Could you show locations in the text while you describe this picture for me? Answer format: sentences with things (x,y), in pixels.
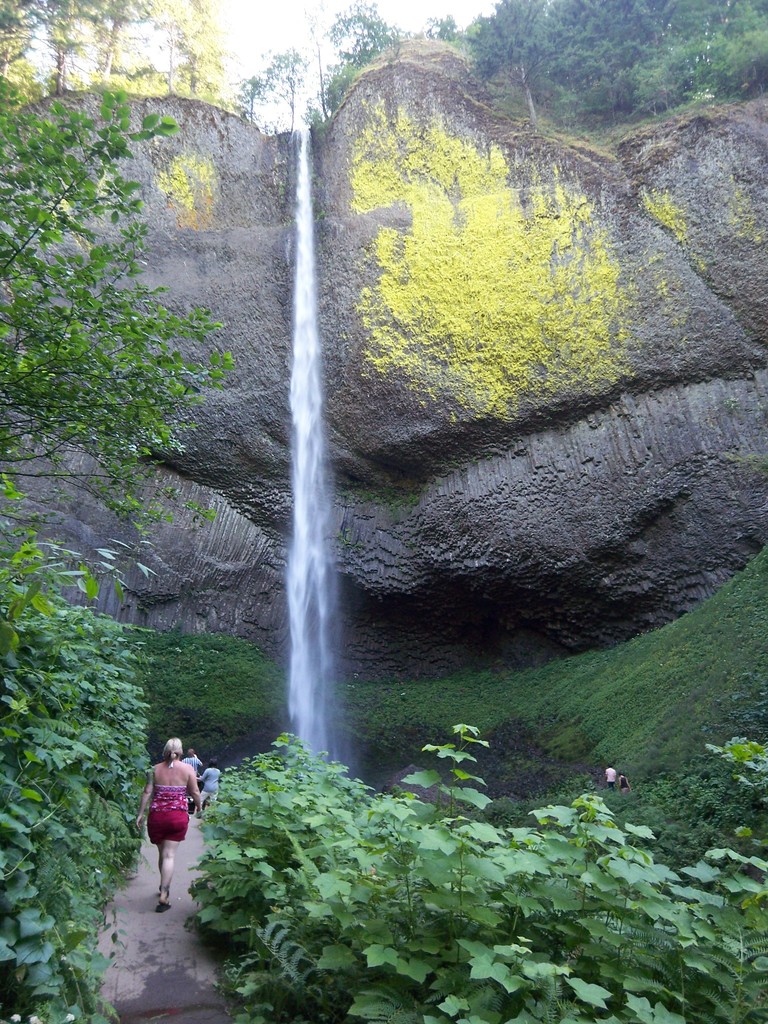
This picture describes about group of people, beside to them we can find few plants (311,877), in the background (297,316) we can see water (309,307) and trees (549,16).
